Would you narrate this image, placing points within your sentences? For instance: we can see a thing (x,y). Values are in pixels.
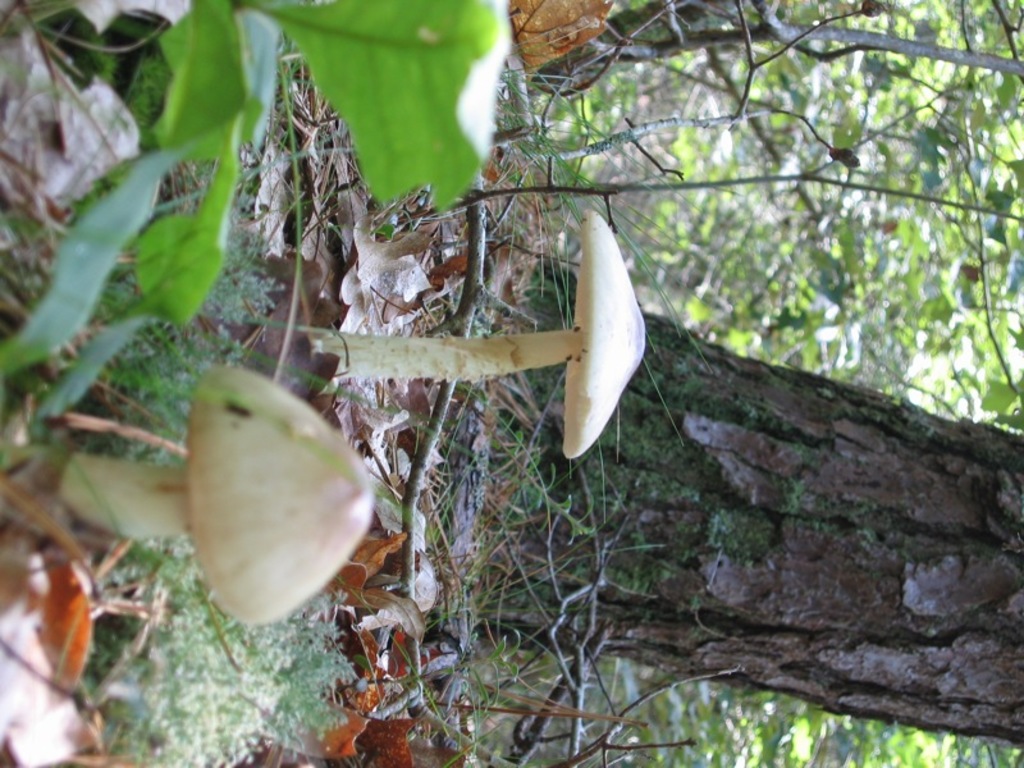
This picture shows couple of mushrooms (235,423) on the ground (266,663) and we see trees (872,234) and a plant (305,28) and few dry leaves (312,356) on the ground (357,391).
